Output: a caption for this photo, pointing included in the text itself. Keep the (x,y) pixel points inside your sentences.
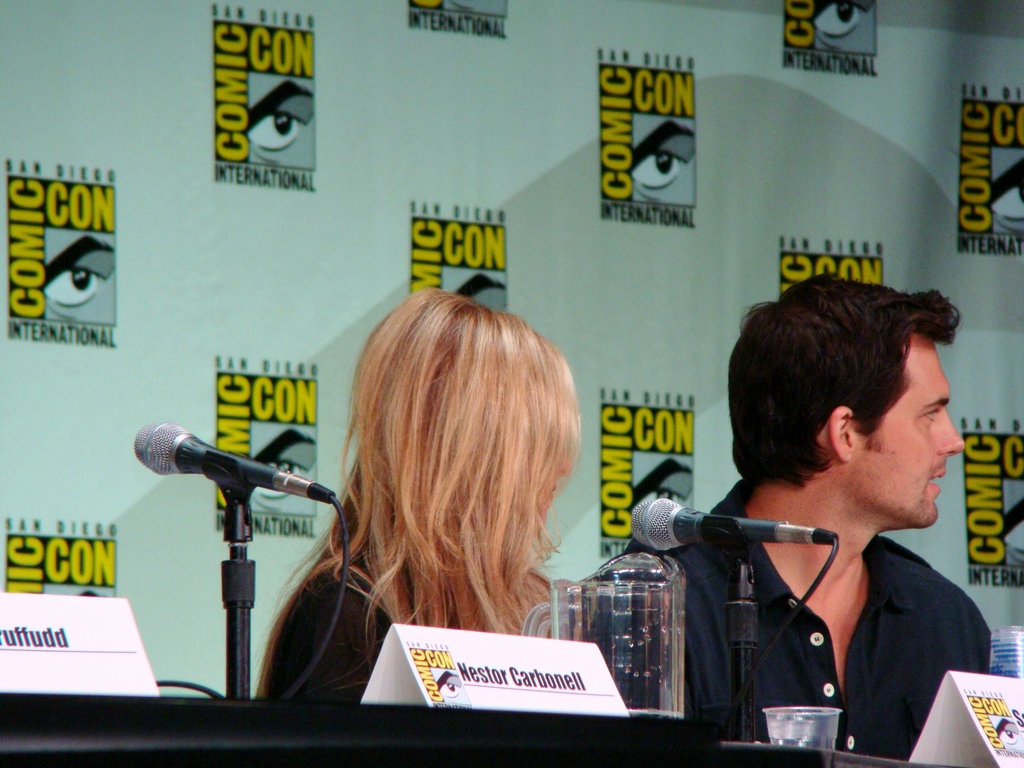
In this image there are people (698,552). In front of them there is a table (576,737). On top of it there are mike's (738,634), name boards (477,656). There is a jar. There is a glass (823,726). Behind them there is a banner (644,187).
